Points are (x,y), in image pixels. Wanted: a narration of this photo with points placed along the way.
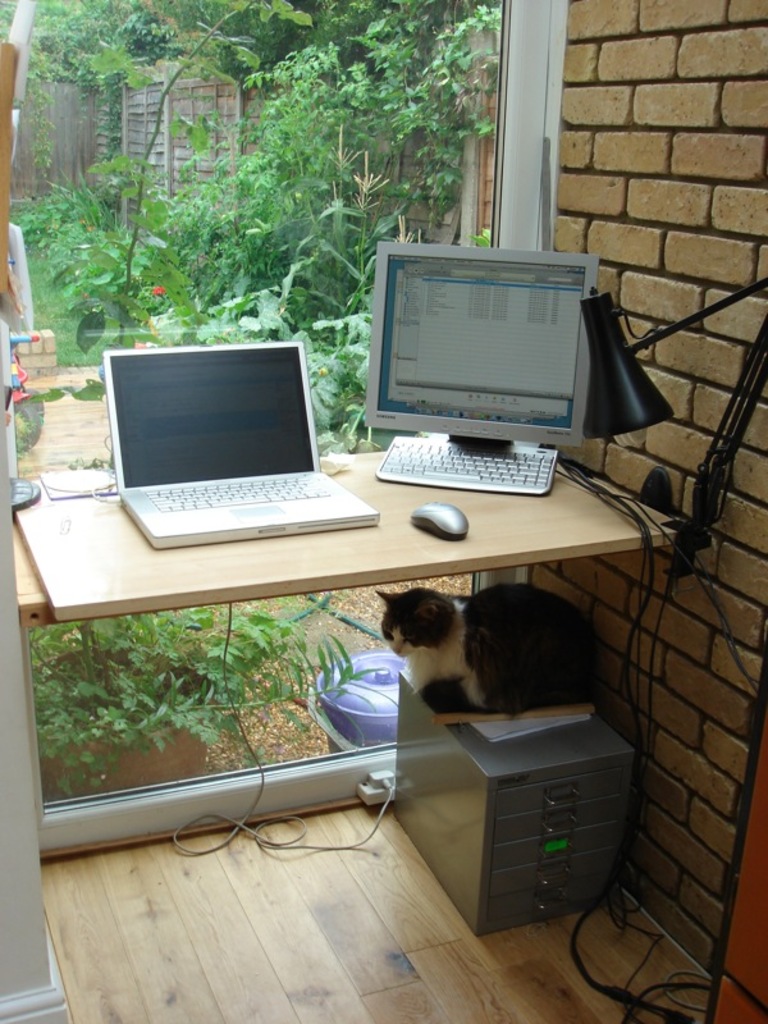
There is a laptop (287,414) and a computer (461,424) placed on the table (174,557). under the table (555,549) there is a cat (473,659), sitting on a box (457,831). In the background (203,170), there is a tree (164,277) and a wall (662,203) here.
